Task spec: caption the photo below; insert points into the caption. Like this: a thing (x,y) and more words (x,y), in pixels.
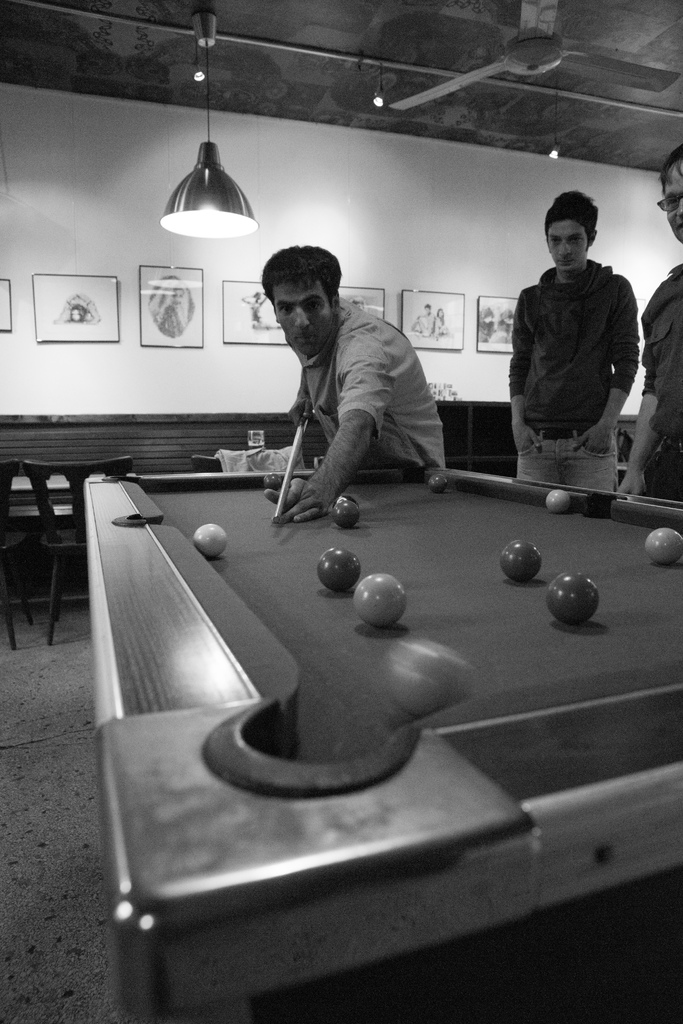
In this image on the right side (577,364) there are two persons (619,322) who are standing and in the middle (369,381) there is one person (344,369) who is standing and he is holding a stick (295,451), in front of him there is a one table (187,701) and on the table (405,516) there are some balls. And on the top (361,103) there is ceiling (321,34) and one fan (508,71) and light (195,178) is there on the ceiling (211,56) and in the middle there is wall (30,198) and on the wall (480,206) there are some photo frames (272,317).
